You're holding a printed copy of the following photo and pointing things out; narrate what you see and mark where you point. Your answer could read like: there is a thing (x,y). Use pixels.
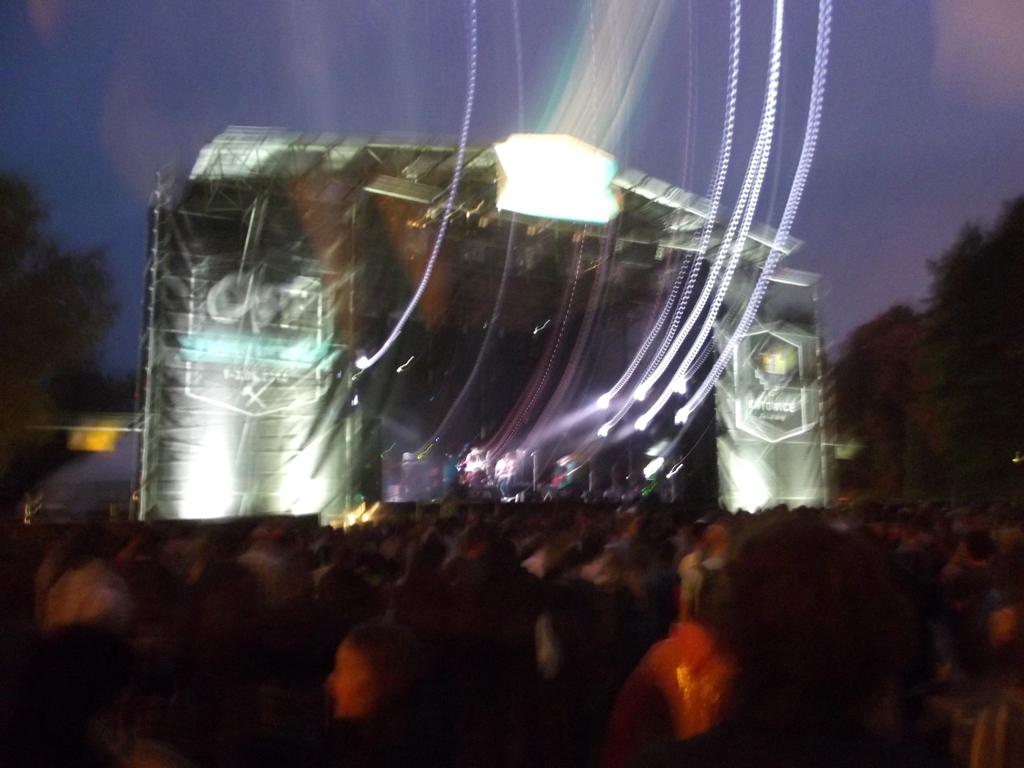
In the center of the image (505,472) we can see a persons (478,471) performing on dais (622,466). At the bottom of the image (1009,516) we can see a crowd (666,635). In the background (901,265) we can see trees (881,375), stage lighting (564,182) and sky (304,80).
